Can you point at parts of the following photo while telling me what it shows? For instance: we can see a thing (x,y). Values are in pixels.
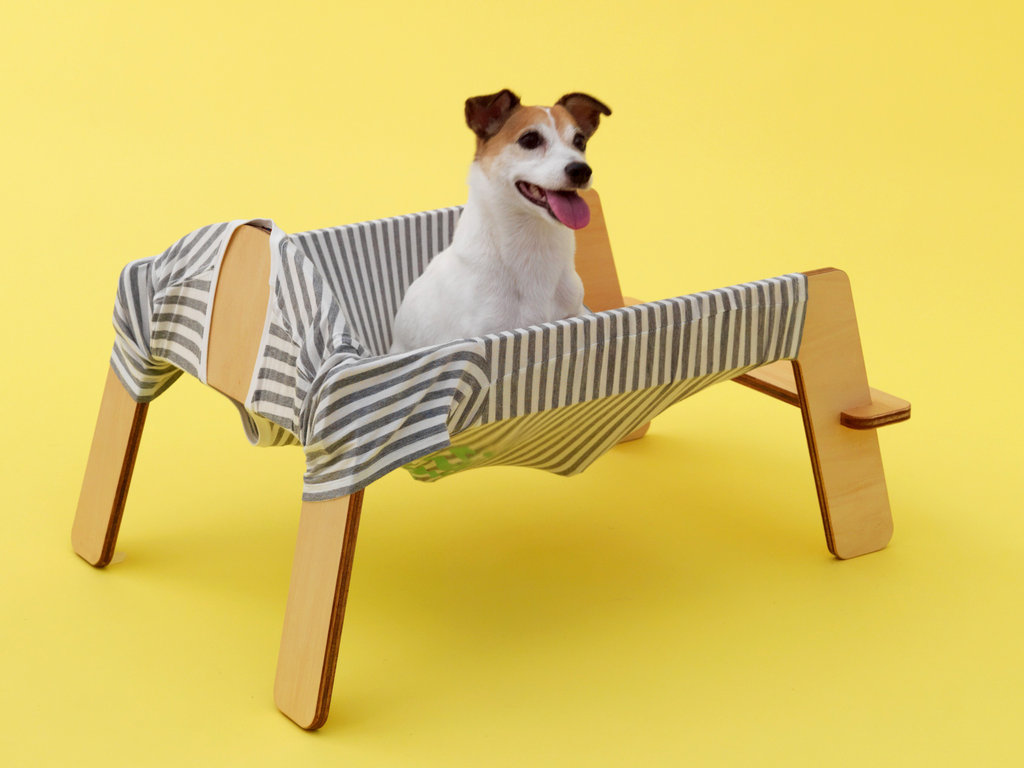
In this image there is a dog (485,269) sat on a custom made chair (376,231).
